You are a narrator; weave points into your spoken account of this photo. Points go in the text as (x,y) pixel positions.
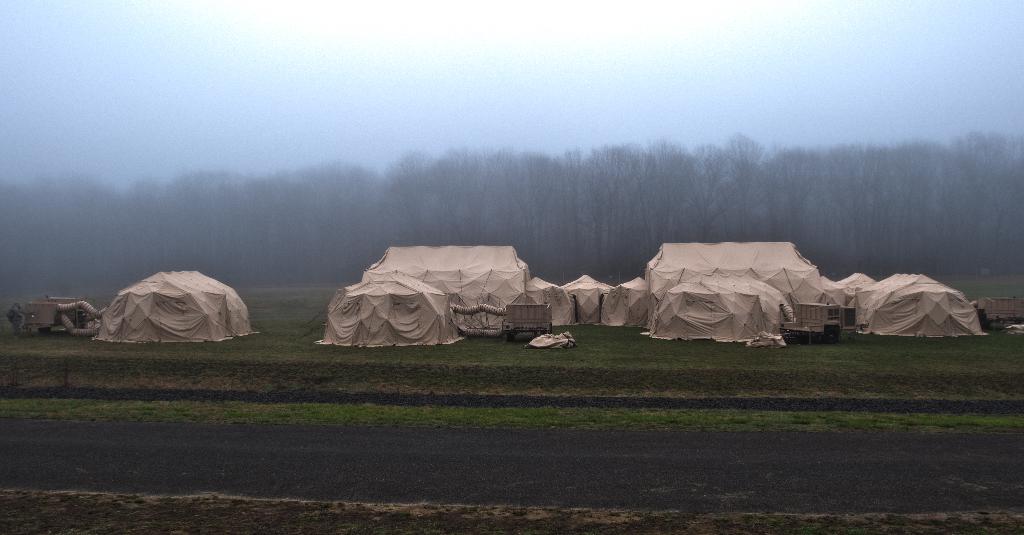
In the center of the image (475,287) there are tents (425,285). In the background (82,265) there are trees (742,189) and sky (851,100). At the bottom (170,446) there is a road (499,461).
